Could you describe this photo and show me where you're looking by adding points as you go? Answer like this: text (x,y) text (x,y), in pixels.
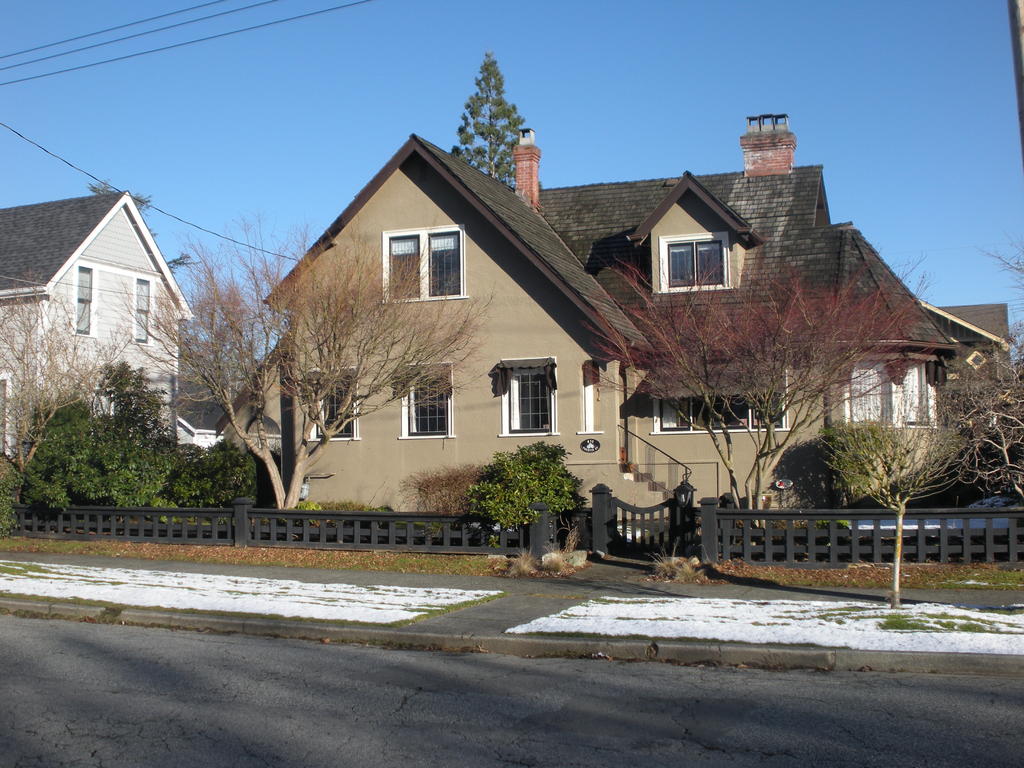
In this picture I can see buildings (505,297), trees (975,452) and I can see fence (652,528) and a blue sky (671,17).
